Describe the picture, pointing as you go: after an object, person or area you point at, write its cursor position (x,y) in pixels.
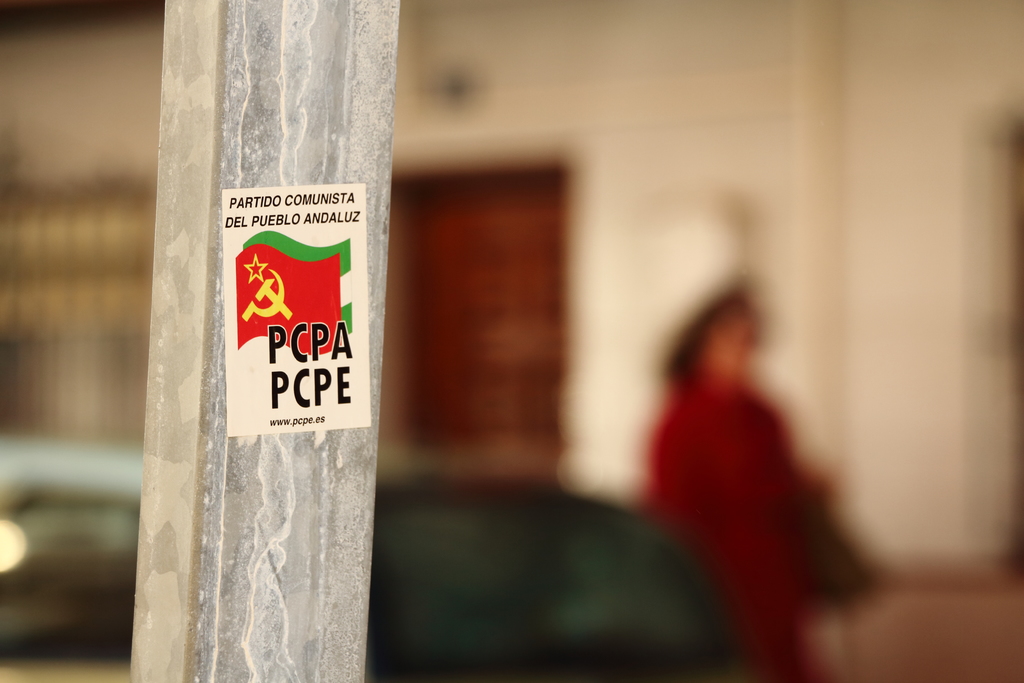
There is a sticker (320,251) on which, there are texts (297,392) and flags (343,269) on the pole (191,493). In the background (391,326), there is a person (689,371) near a building (678,44). And the background (70,25) is blurred.
